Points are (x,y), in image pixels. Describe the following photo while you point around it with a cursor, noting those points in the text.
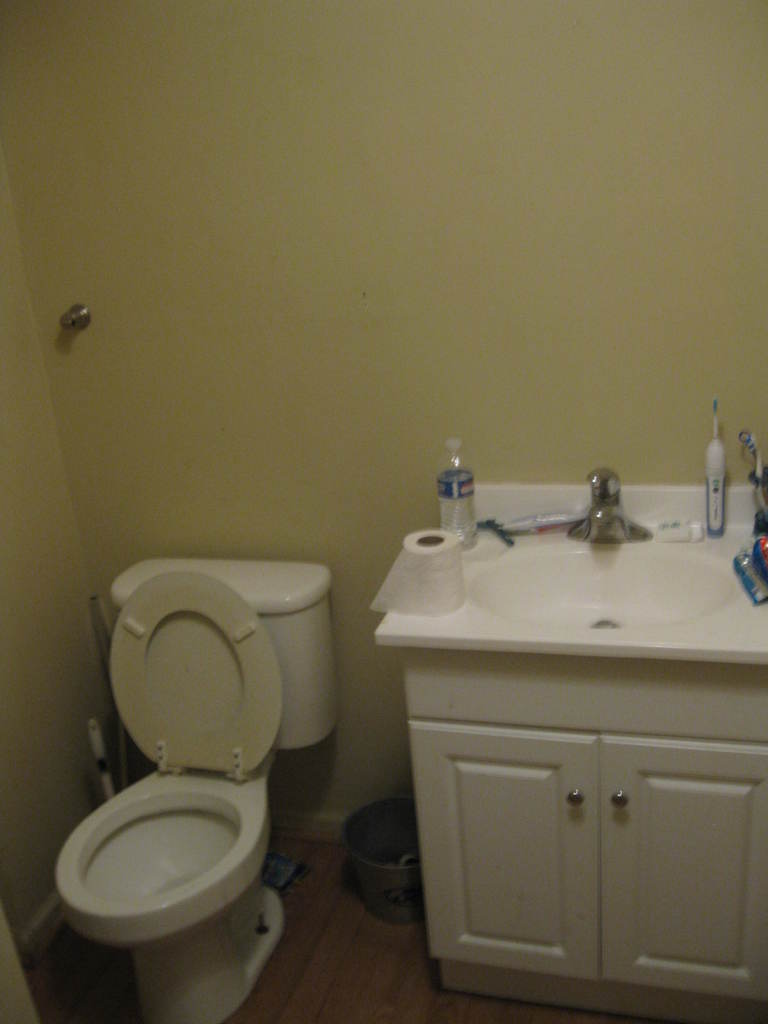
This is the picture of a room (504,458). On the left side of the image (228,858) there is a toilet seat (247,717) and there is a bucket (369,865). On the right side of the image (700,614) there is a wash basin (645,623) and there is a bottle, tissues roller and other objects (737,574) on the washbasin (590,639). At the bottom (600,896) there is a cupboard (729,899). At the back (158,275) there is a knob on the wall (178,364).
